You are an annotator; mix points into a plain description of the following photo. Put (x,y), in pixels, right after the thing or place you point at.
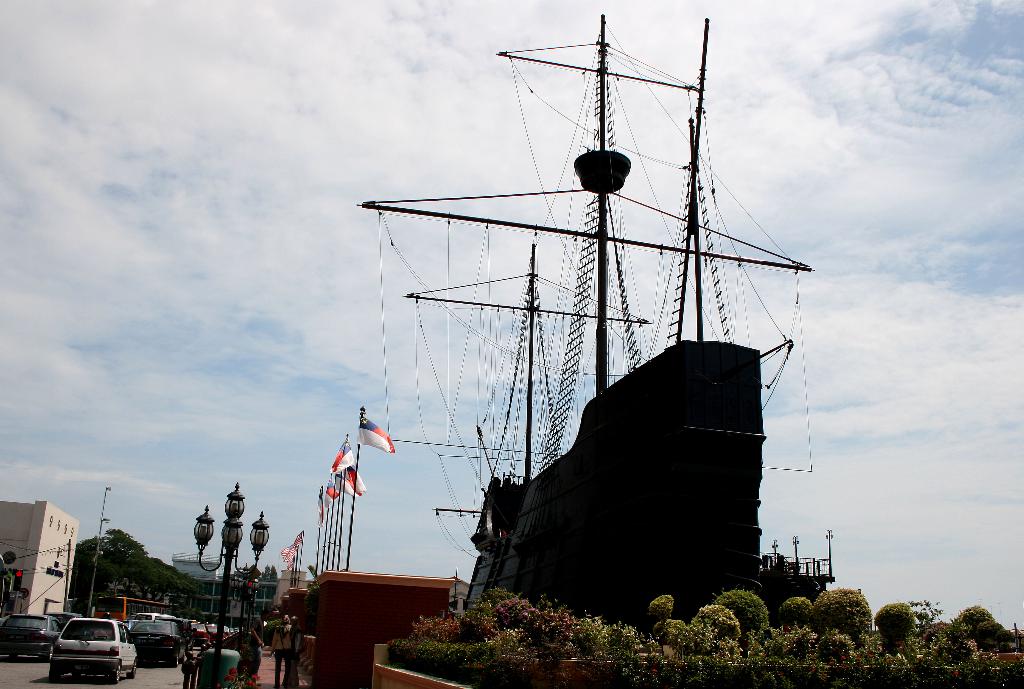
On the right side (877,657) there are plants (627,649), behind the plants (797,599) there is a ship (705,575), on the left side (112,658) there are cars (112,658) on a road (3,668) and there are light poles (220,618), flagpoles (318,559), buildings (40,571), trees (120,575), in the background (354,11) there is the sky (851,172).
